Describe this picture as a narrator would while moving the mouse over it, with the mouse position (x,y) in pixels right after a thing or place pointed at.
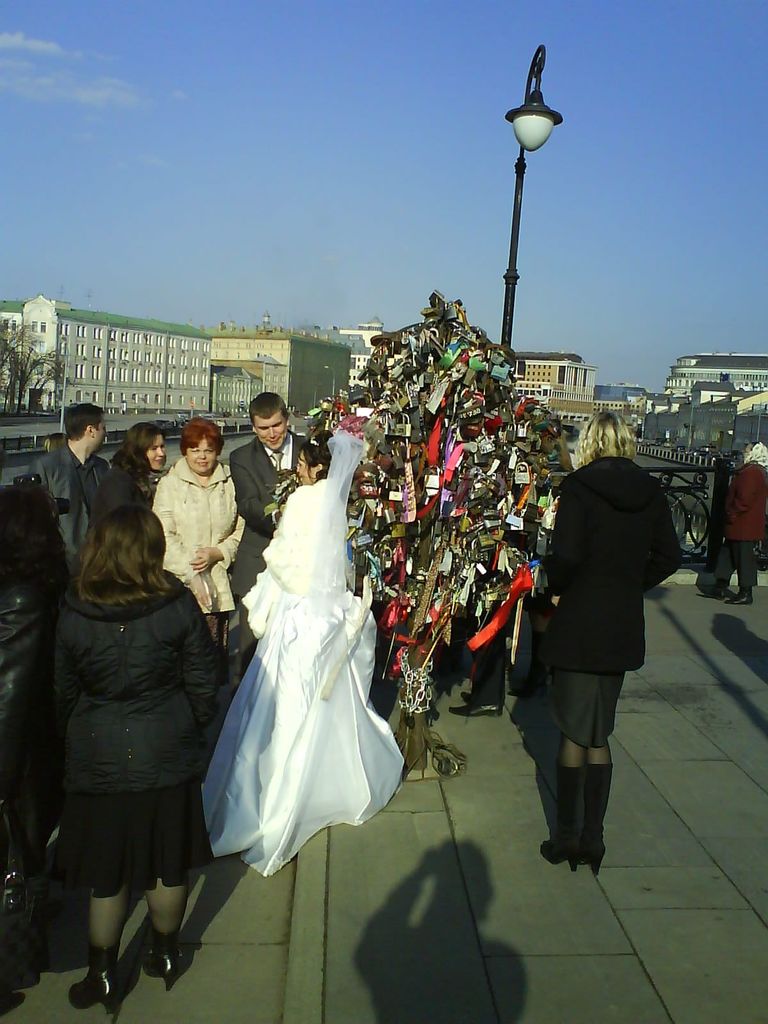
In this image we can see a group of people (316,699) standing on the floor (268,876), some objects (443,561) on a stand (449,605) and a street lamp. On the backside (281,245) we can see a group of buildings (577,401), the water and the sky (271,262) which looks cloudy.
